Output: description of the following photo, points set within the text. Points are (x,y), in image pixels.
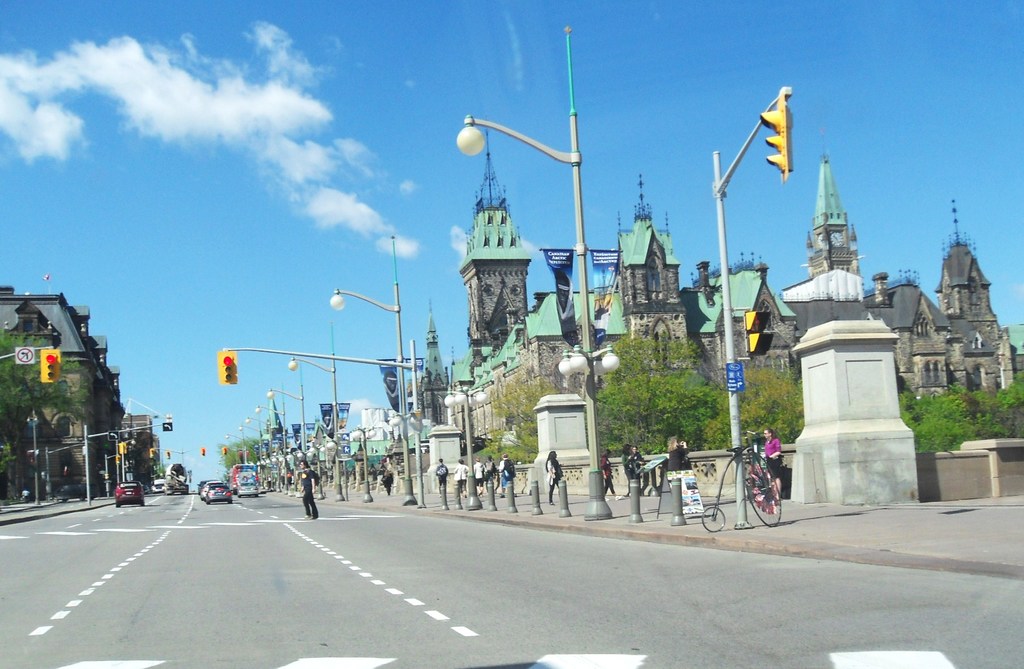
In this image there are persons (553,487) walking on the road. In the background (220,496) there are cars (203,492) moving on the road (174,496) and there are buildings (145,460). On the right side (694,360) there are trees (668,389), there are poles (738,409), and there is a bicycle (762,491) in the front (761,486) and the sky (272,170) is cloudy.
